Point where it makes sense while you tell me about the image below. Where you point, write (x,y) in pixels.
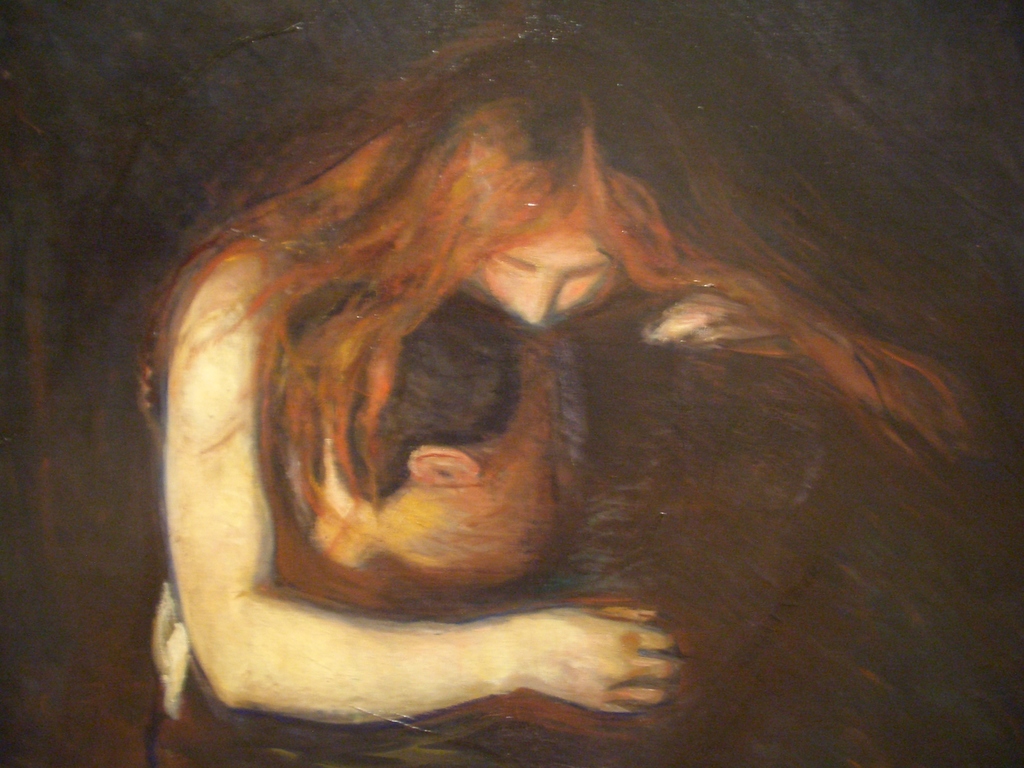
In this image there is a painting (408,516) of a girl (223,517) and a boy (467,515). The boy (480,538) placed his head (324,545) on the chest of a girl (267,292).
